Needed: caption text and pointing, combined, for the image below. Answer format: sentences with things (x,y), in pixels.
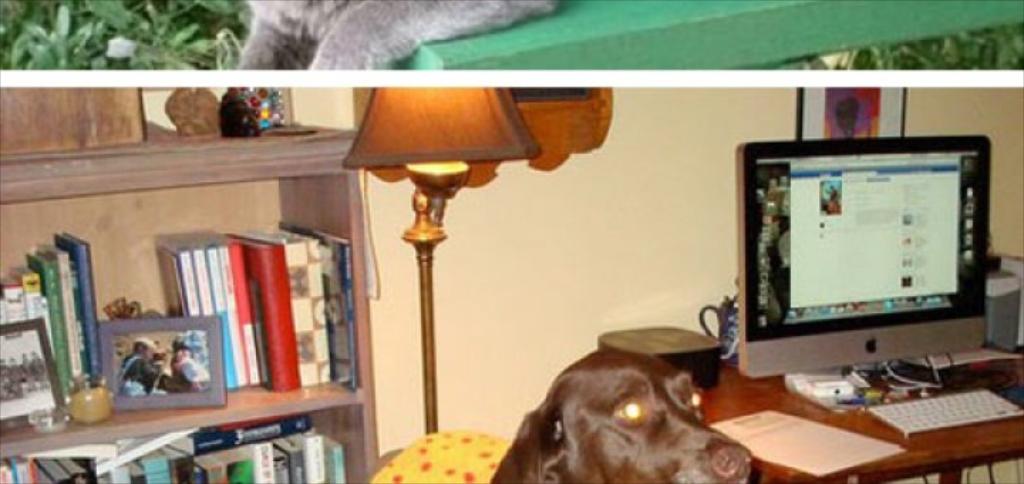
In this image, in the right side (927,451) there is a table (920,440) which is in brown color, on that table (767,390) there is a monitor (868,304) and there is a keyboard (928,408) which is in white color, there are some papers (822,443) which are white color, in the middle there is a dog (695,452) which is in brown color standing, there is a lamp (425,321) which is in brown color, in the left side (202,235) there are some books (285,308) kept in the rack (122,216), in the background (579,230) there is a yellow color wall (567,237).
